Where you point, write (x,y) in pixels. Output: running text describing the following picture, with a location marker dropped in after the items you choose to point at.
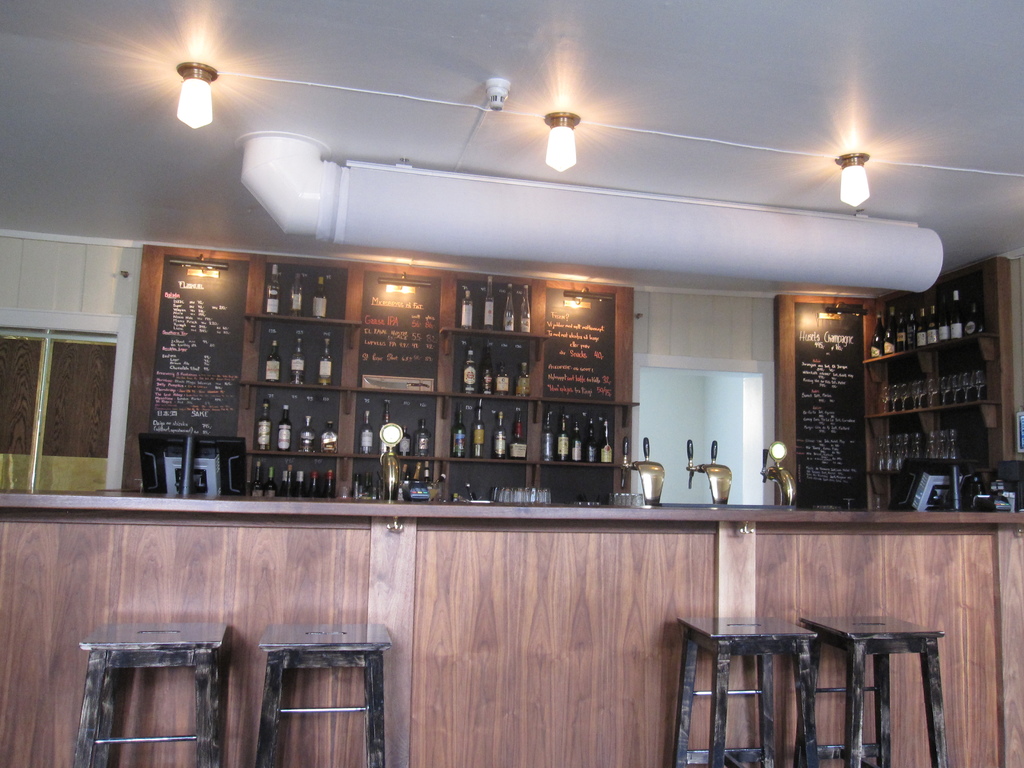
In the center of the image (639,510) we can see a countertop (866,566) and there are things (651,499) placed on the counter top (557,511). In the background (262,266) there is a shelf (290,376) and we can see bottles (263,435) placed in the shelf (895,423). There are words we can see a system (163,483). At the bottom (196,646) there are stools (331,709). At the top (859,160) there are lights (845,165) and we can see a pipe (502,222).
